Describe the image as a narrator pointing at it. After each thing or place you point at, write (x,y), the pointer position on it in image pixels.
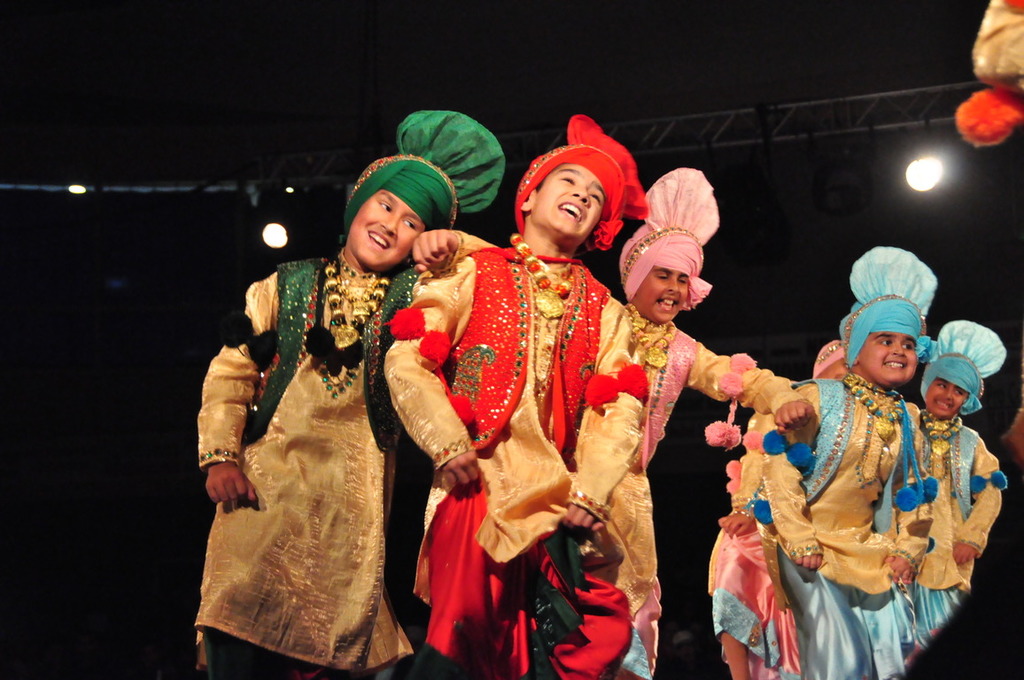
In this image, we can see kids (932,569) are wearing costumes (438,578). Few kids (592,524) are smiling. Background (996,315) there is a dark view. Here we can see rods (247,195) and lights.
